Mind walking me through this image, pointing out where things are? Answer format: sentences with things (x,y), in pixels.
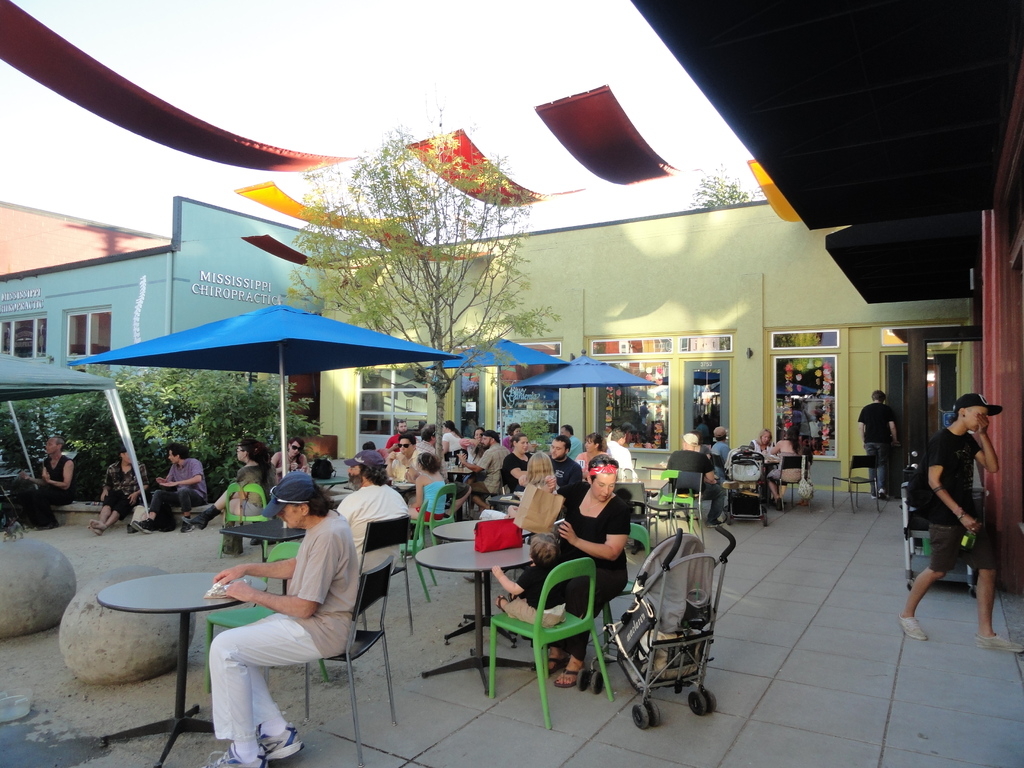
There is a group of people (381,508). They are sitting on a chairs (418,521) and two persons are standing. There is a table (327,482). There is a bag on a table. On the right side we have a person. He is walking and he is wearing a cap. We can see in background (267,301) tent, building (284,270), plant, tree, poster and banner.
